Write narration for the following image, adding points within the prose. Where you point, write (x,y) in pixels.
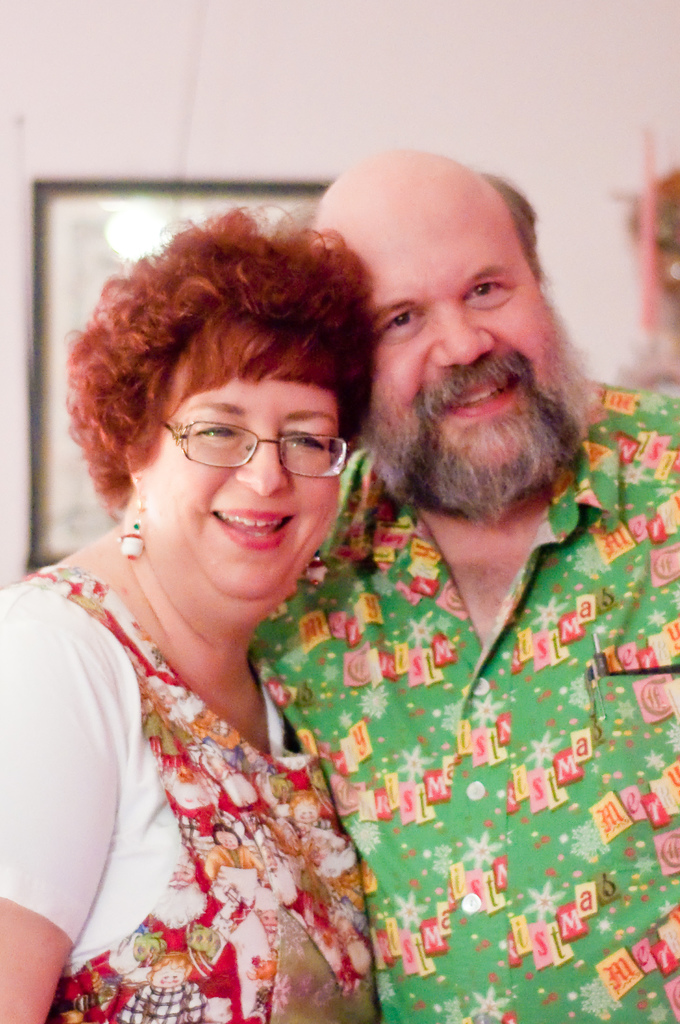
This picture shows a man (408,601) and a woman (74,712) standing with a smile (287,522) on their faces (319,517) and we see women (262,467) wore spectacles (297,453) on his face (330,479) and we see a photo frame (45,201) on the wall (314,54).
